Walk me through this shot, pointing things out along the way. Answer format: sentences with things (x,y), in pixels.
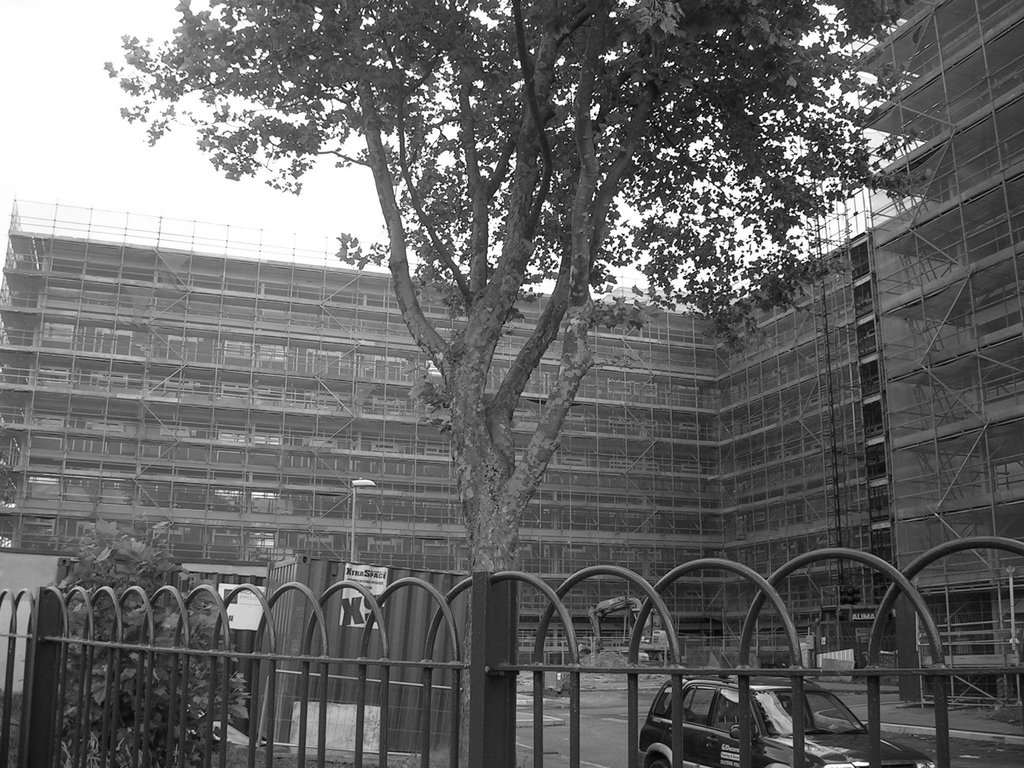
In this image I can see buildings (434,541), a vehicle (791,687), a tree (155,120), a plant (129,660), fence (635,765) and the sky (99,97). This picture is black and white in color.
